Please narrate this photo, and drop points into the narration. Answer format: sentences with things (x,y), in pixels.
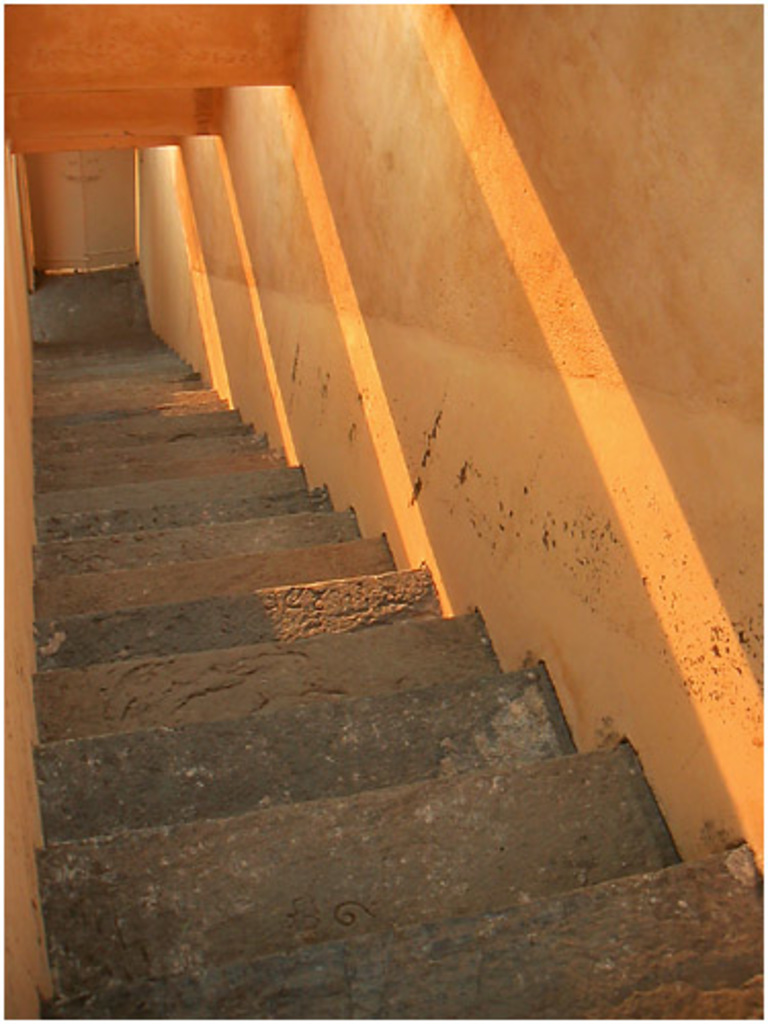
In the image there are steps (214,826). On the left side (9,859) and right side (516,611) corners of the image there are walls (371,420). In the background (65,185) there is a door (71,257).
